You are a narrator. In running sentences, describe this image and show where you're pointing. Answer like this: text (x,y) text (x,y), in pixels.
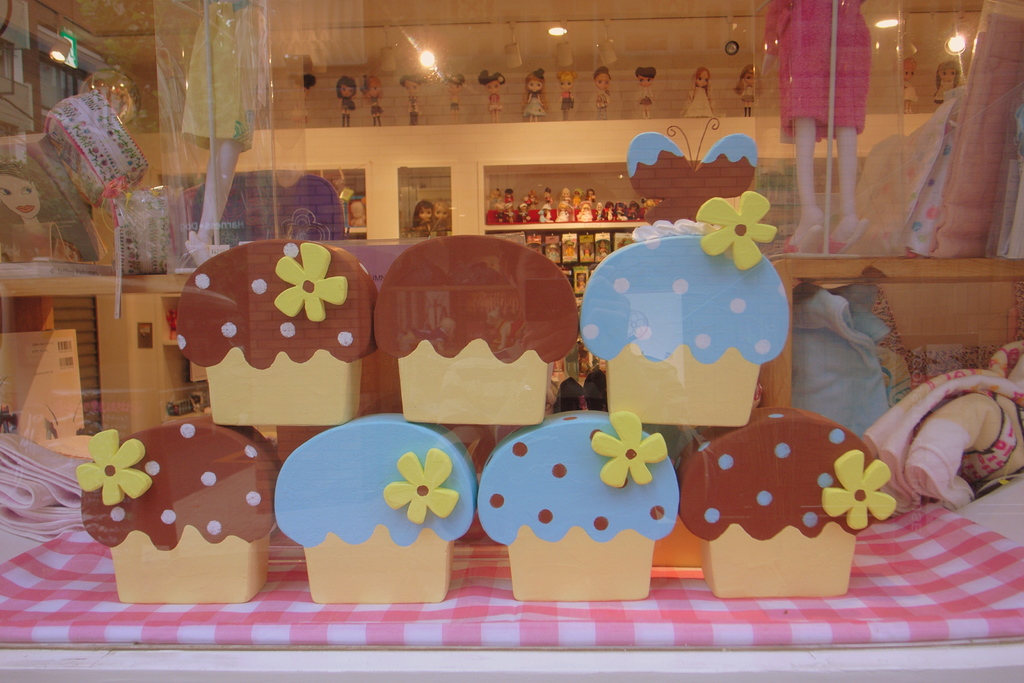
In this picture we can see few things (558,574) on the table (648,623), in the background (493,112) we can find few lights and toys (598,245) in the racks (541,232).
